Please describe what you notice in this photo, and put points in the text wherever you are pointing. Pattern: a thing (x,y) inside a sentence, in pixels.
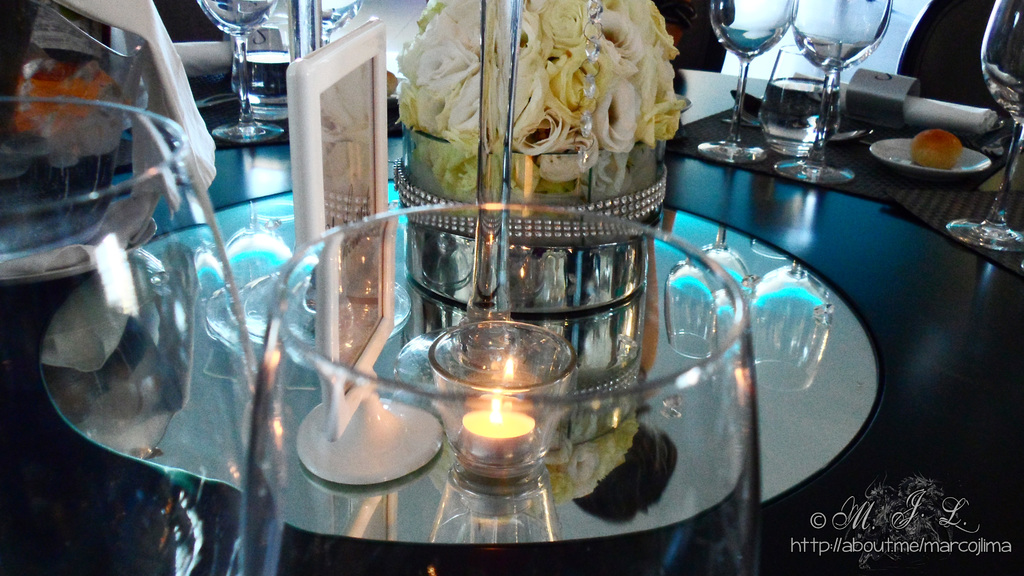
In this Image I see glasses (275,28), a candle (457,350) over here and few flowers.
